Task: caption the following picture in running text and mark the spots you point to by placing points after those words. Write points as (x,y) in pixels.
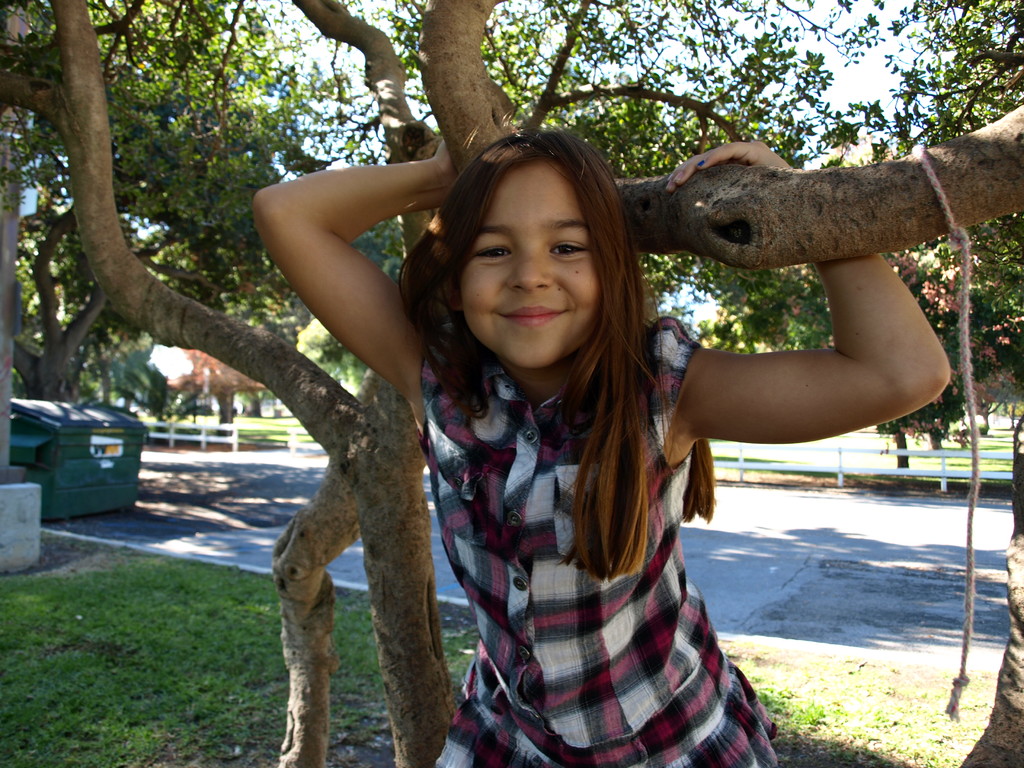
In the image I can see a kid (501,466) on the tree (759,205) and behind there are some trees (522,104) and plants (522,104).
